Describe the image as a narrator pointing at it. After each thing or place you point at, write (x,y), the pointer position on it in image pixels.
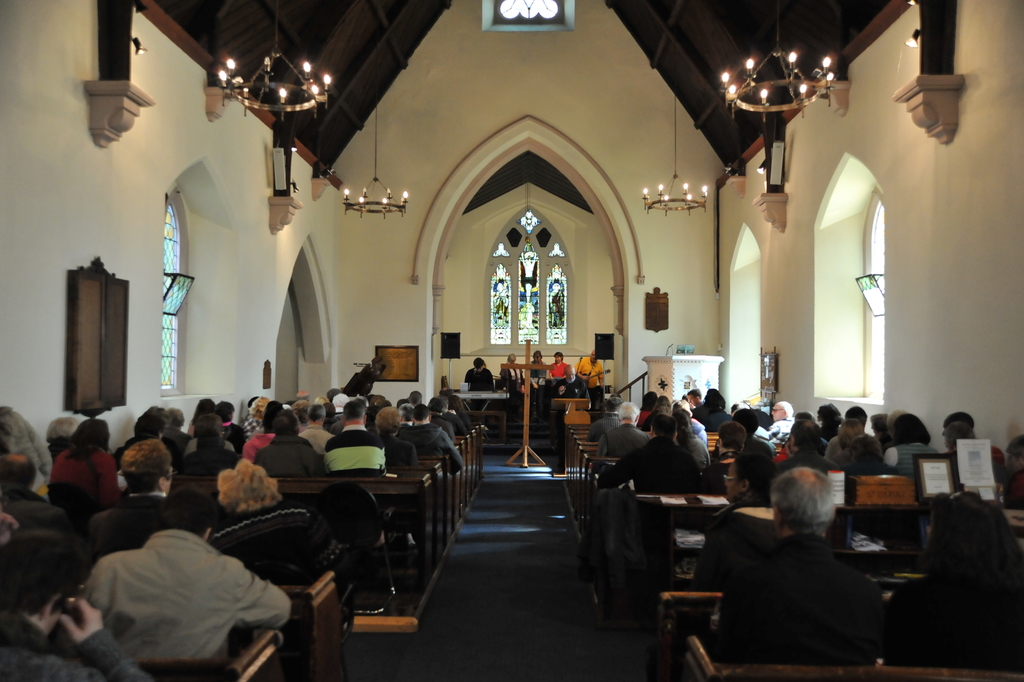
In this picture I can see group of people (314,546) are sitting in the church (549,569). In the background (502,331) I can see cross (527,395), people (574,387) and windows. I can also see chandeliers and some objects (85,317) attached to the wall (140,336).
